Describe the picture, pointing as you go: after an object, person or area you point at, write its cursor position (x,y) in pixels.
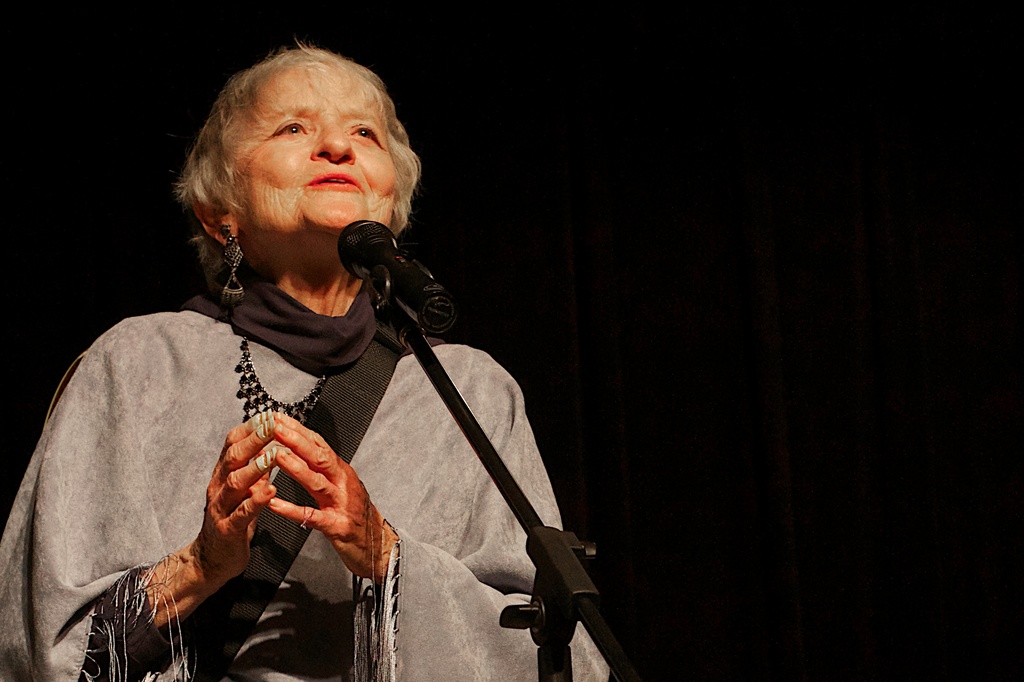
In this picture we can see a woman (291,339), she is standing in front of microphone (351,255).
